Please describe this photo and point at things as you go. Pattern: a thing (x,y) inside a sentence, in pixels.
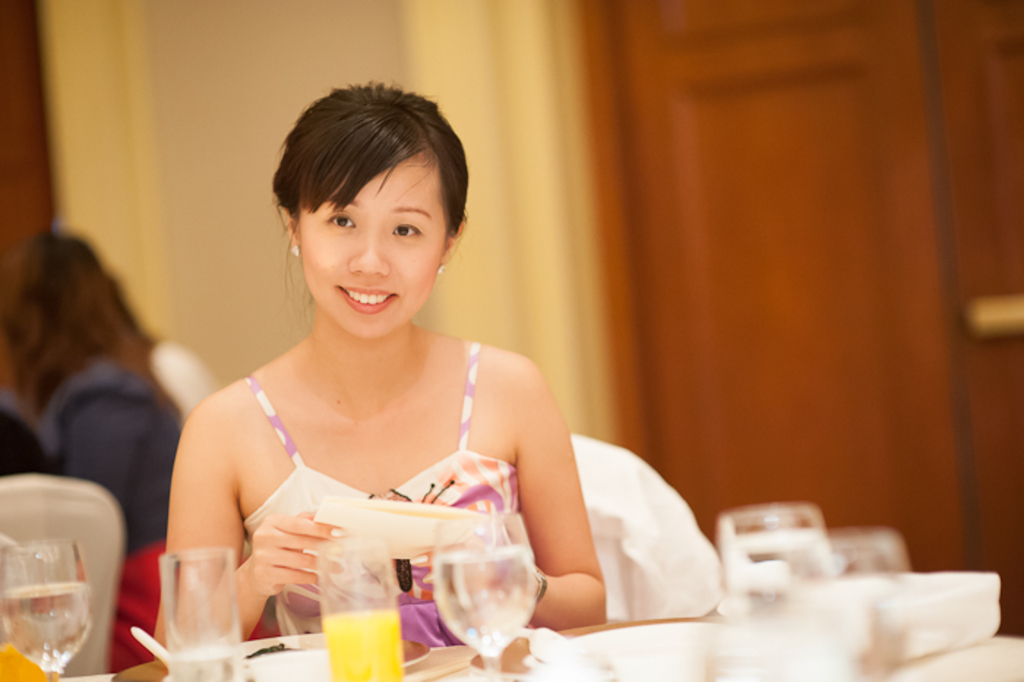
In this image we can see a woman (411,472) is sitting and she is holding an object (389,528) in her hands (318,528). In front of her, we can see glasses (195,634), plates (641,678), tissue papers (573,639) and a bowl (602,641). In the background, we can see the wall (179,258) and a door (947,278). There is a woman (109,338) on the left of the image (89,344) and we can see a chair (118,558) in the left bottom of the image (91,601).
